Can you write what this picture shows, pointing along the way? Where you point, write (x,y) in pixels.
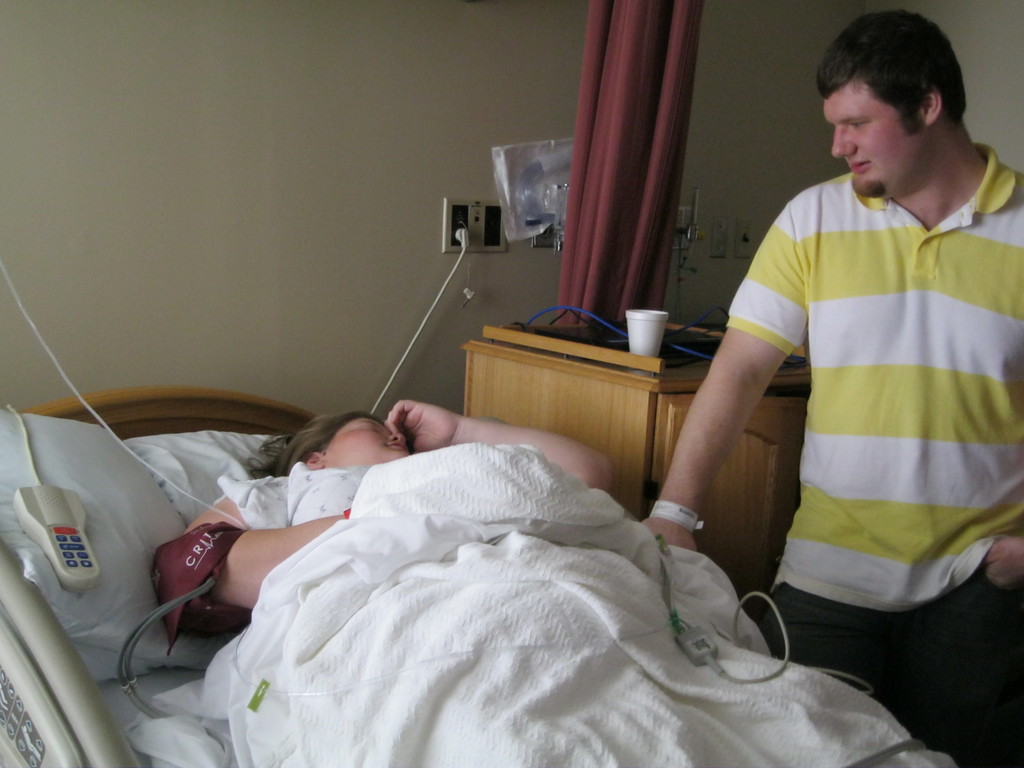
In this image i can see a woman (304,469) sleeping on the bed (436,527), a remote control (62,550), few pillows (94,486), the cot (115,430), the wall (270,296) and the switch board (480,239). In the background (770,493) i can see a man (818,368) wearing t shirt (916,376) and pant (875,620) standing beside the bed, a table (783,469), a cup (631,340), few wires (681,346) and the curtain (654,205).
